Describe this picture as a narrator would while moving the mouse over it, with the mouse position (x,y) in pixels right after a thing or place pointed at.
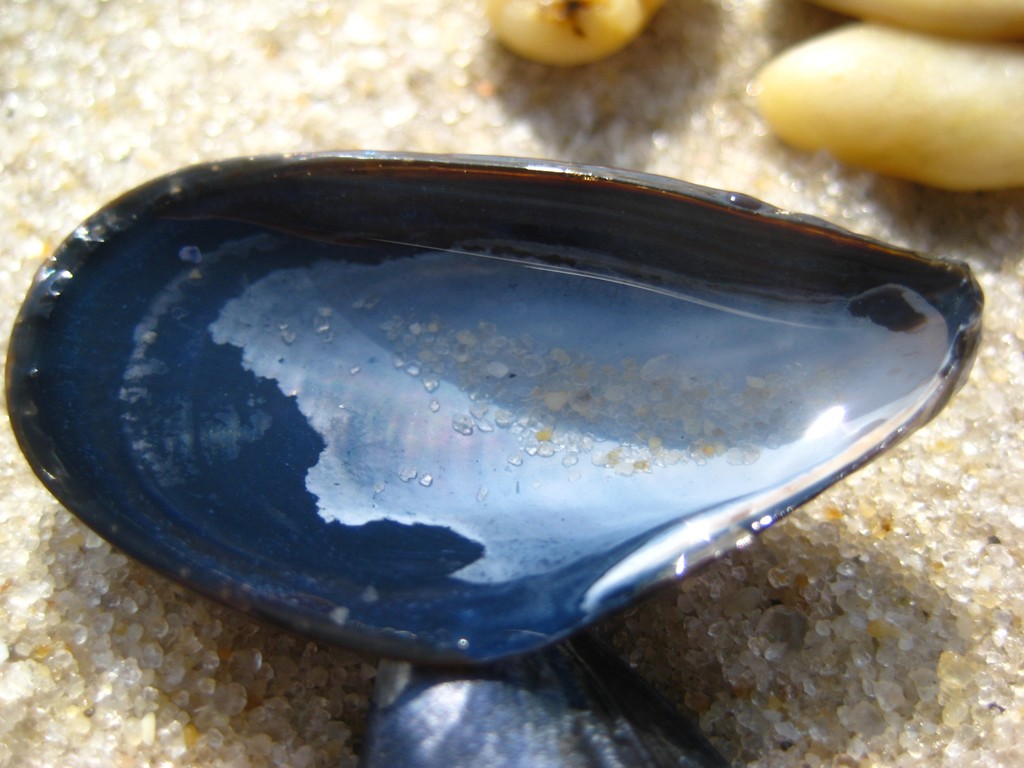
We can see shell (789,305) with water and stones (911,23) on the sand (835,574).
